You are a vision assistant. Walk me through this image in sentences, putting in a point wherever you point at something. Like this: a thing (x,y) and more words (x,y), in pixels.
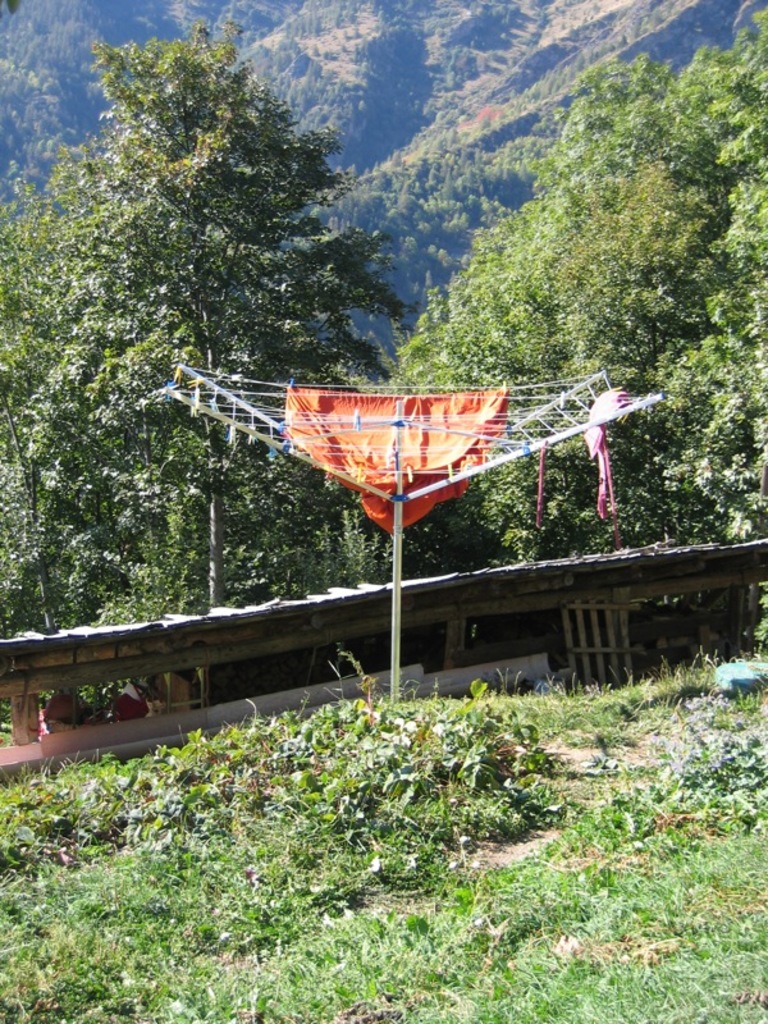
In this picture we can see clothes (444,494) on a cloth dryer stand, here we can see grass (624,708), wooden objects (672,659) and some objects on the ground (626,718) and in the background (547,215) we can see trees (716,455).
